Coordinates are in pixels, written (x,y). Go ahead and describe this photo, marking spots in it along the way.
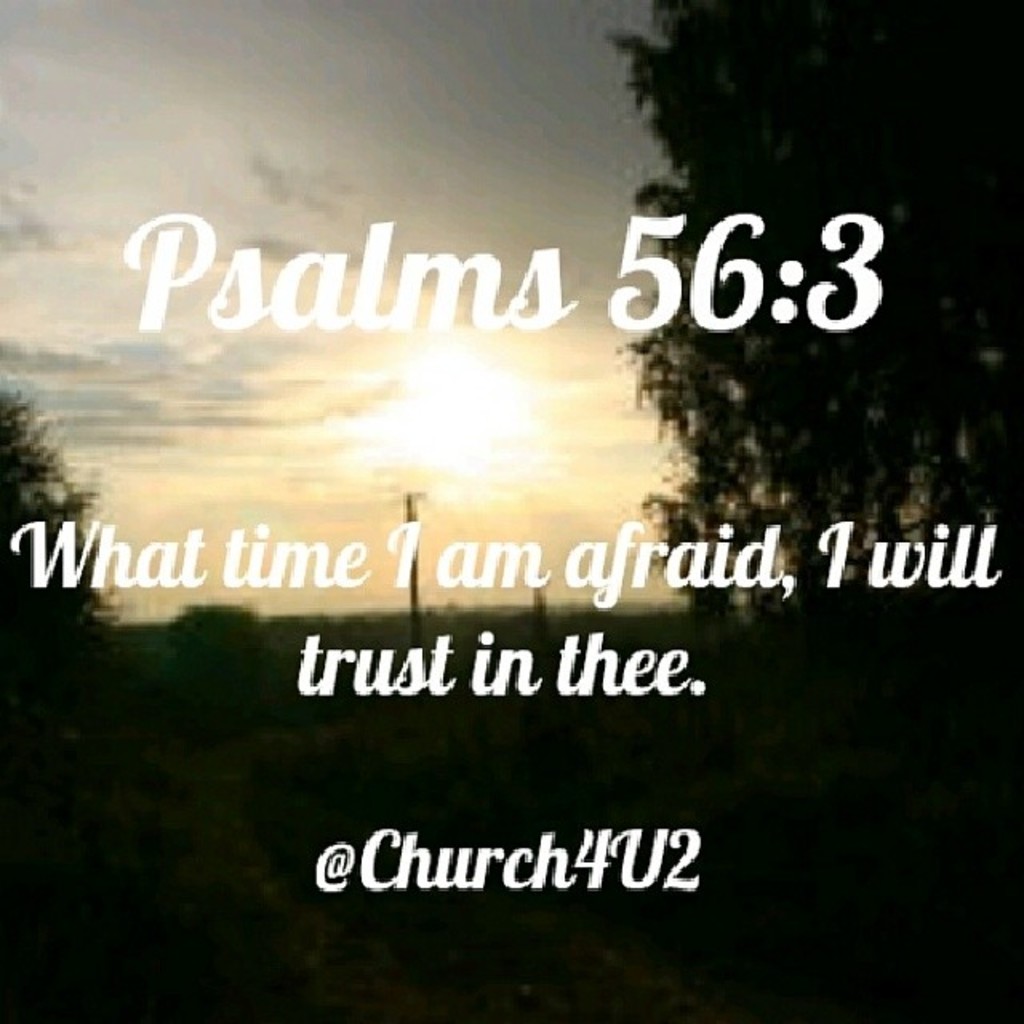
In this image there is the sky (411,225), there are trees (837,355), there is a tree (755,565) truncated towards the right of the image (844,152), there is a tree (40,489) truncated towards the left of the image (18,468), there are poles (416,559), there is text (499,685) on the image.
